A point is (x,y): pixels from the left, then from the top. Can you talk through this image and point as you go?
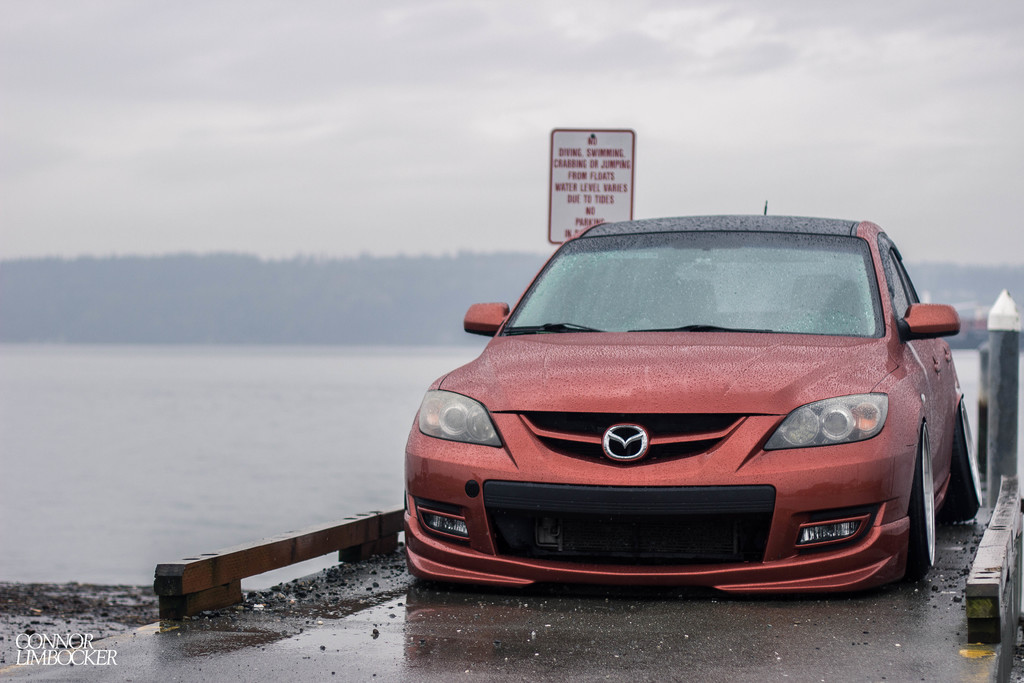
In this picture I can see a car (496,584) on the bridge (749,614), there is water (397,354), there is a board (596,176), and in the background (586,90) there is the sky (548,55) and there is a watermark (106,655) on the image.
